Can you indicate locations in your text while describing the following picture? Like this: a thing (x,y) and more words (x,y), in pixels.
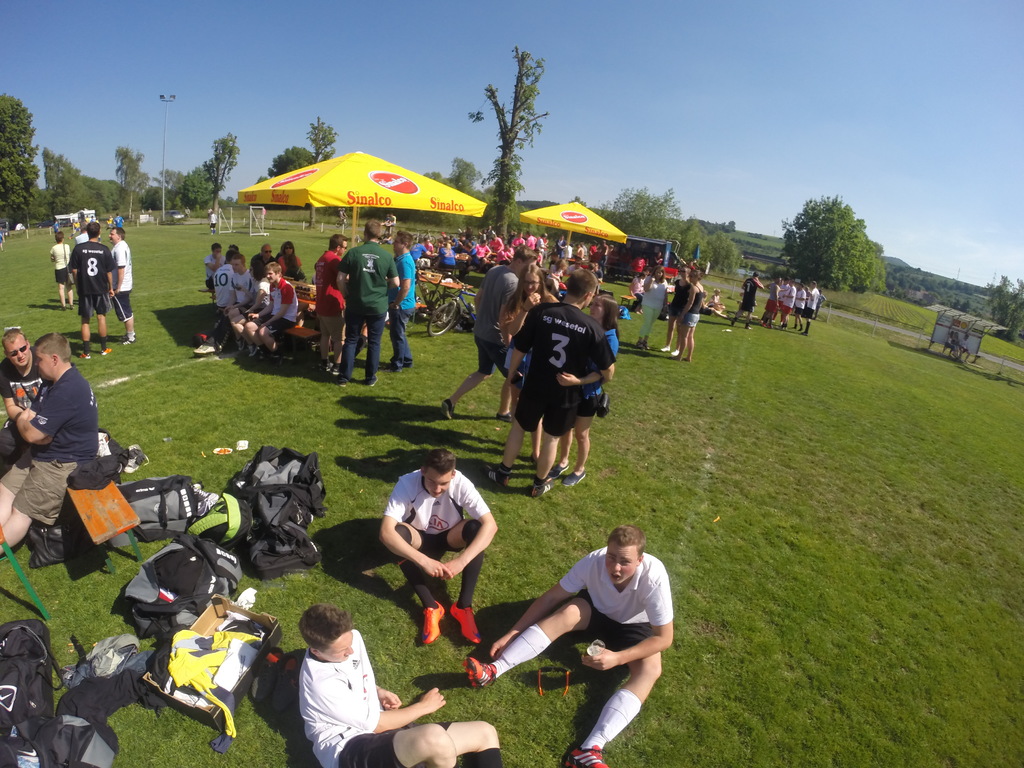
In this picture we can see baggage (304,483) and group of people (416,540), few are sitting, few are walking and few are standing on the grass (617,433), in the background (369,163) we can see an umbrellas (297,199), trees (218,172) and a pole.
